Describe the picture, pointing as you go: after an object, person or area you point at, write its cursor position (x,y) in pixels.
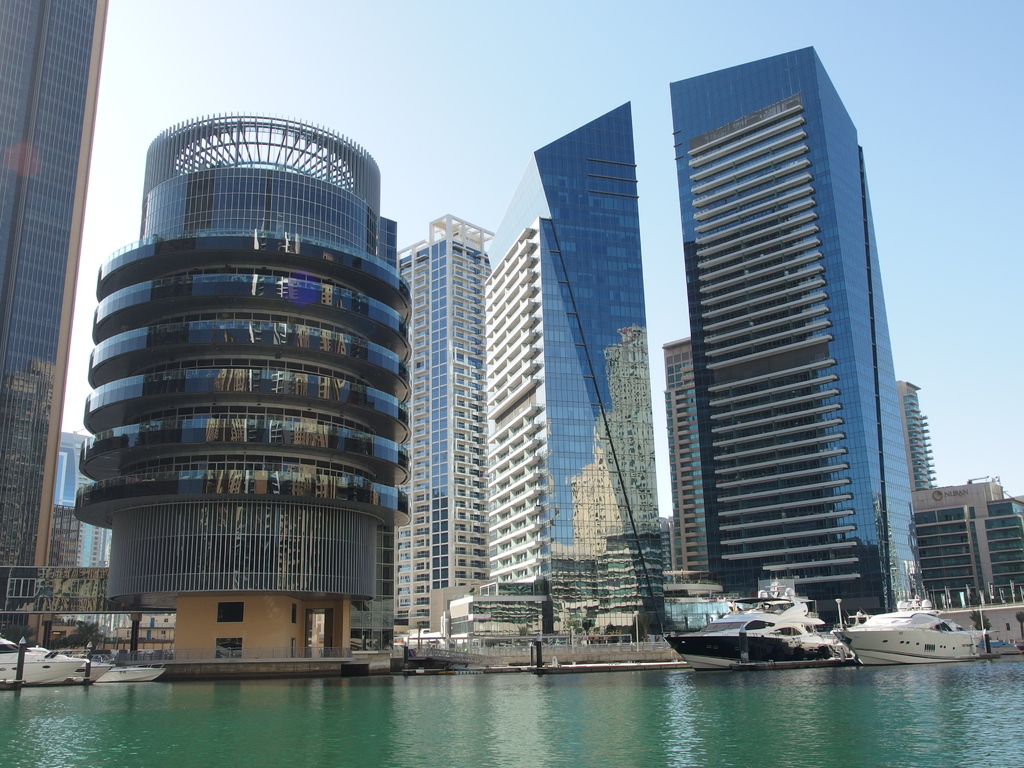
In this image, we can see buildings (467,527) and poles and at the bottom (893,645), there are boats (774,641) on the water (602,714). At the top (489,35), there is sky (382,51).
